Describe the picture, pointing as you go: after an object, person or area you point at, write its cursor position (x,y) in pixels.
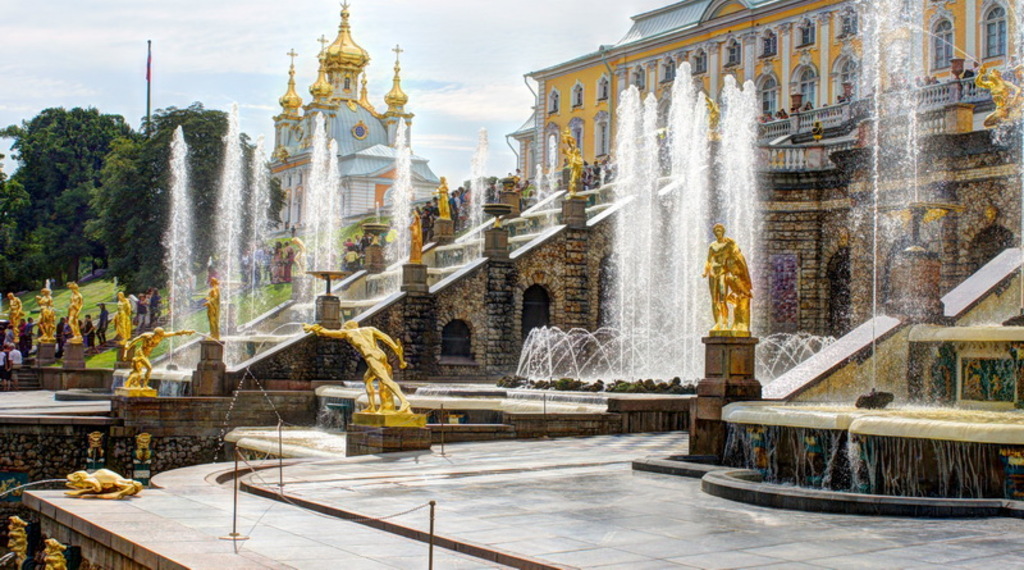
In this picture we can see sculptures (395,423), water fountains (763,339), poles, walls (222,451) and steps (313,310). There are people (354,246) and we can see grass (262,301), buildings (611,156), railing (968,98) and trees (127,179). In the background of the image (424,49) we can see the sky (477,36) with clouds (441,109).
